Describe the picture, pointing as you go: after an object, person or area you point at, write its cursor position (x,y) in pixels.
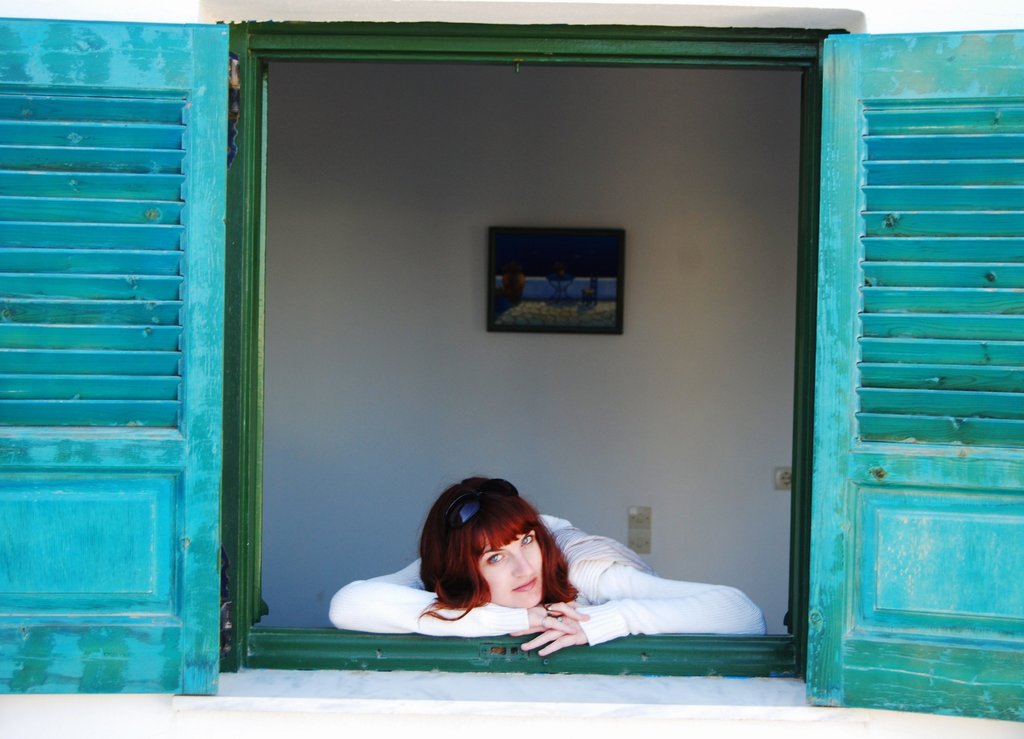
In this image there is a window (294,644) a woman (675,599) is laying on that window (307,643), in the background (327,454) there is wall (701,253) for that wall (484,285) there is a photo frame (514,322).
